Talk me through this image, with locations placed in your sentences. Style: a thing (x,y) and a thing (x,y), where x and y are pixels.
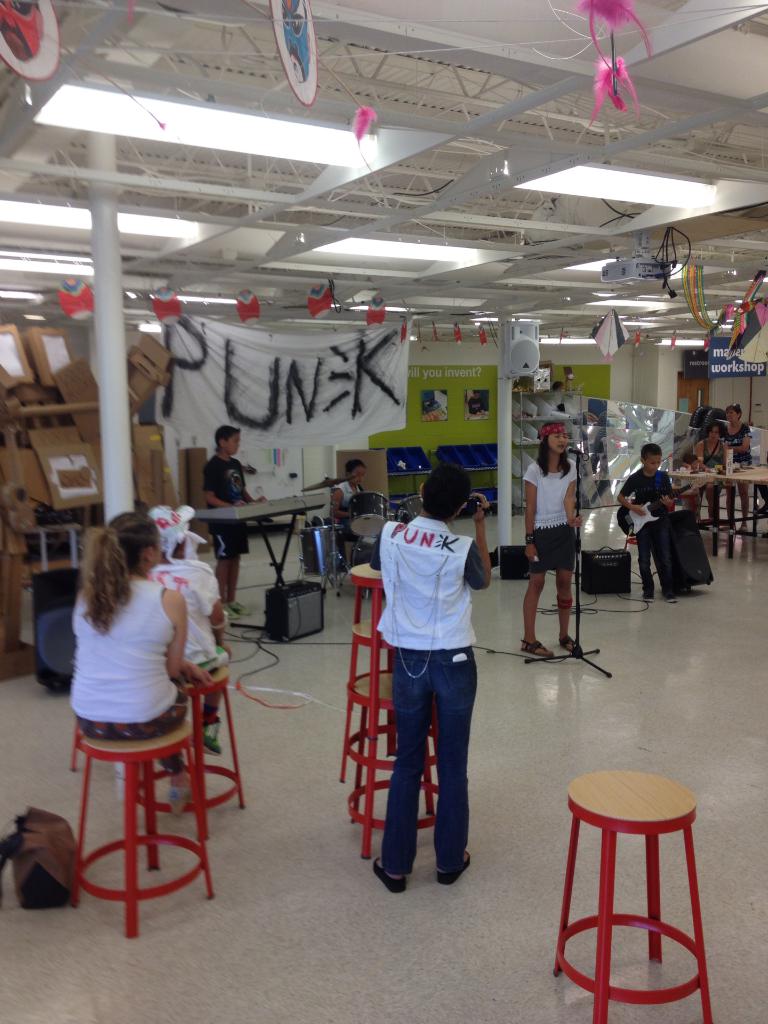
In this picture we can see a group of people (524,642) where some are sitting and some are standing and playing musical instruments (321,544) such as drums (361,507), piano (235,517), guitar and a woman (547,471) is singing on mic (578,462) and in the background (385,400) we can see a banner (283,406), boxes (27,347), lights (228,149).
